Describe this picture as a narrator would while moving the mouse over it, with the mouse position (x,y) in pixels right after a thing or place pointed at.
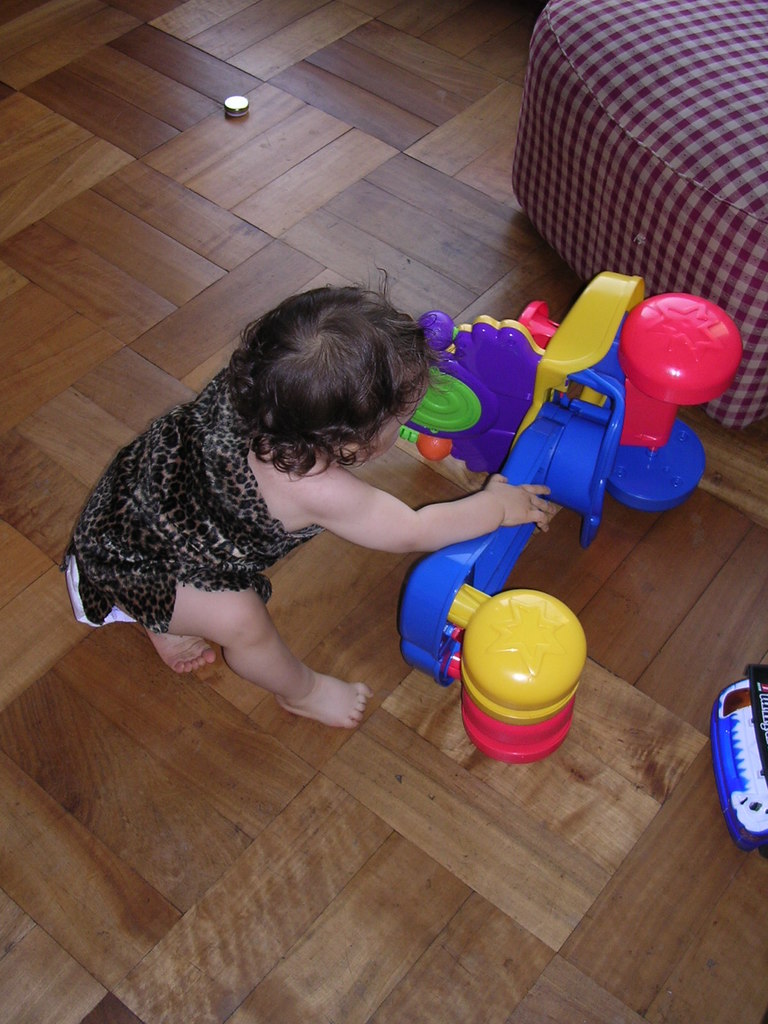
In this image, we can see a kid (159,621) standing on the wooden floor (259,730) and playing with a toy (588,478). On the right side (605,136) top we can see a sofa (670,77).
